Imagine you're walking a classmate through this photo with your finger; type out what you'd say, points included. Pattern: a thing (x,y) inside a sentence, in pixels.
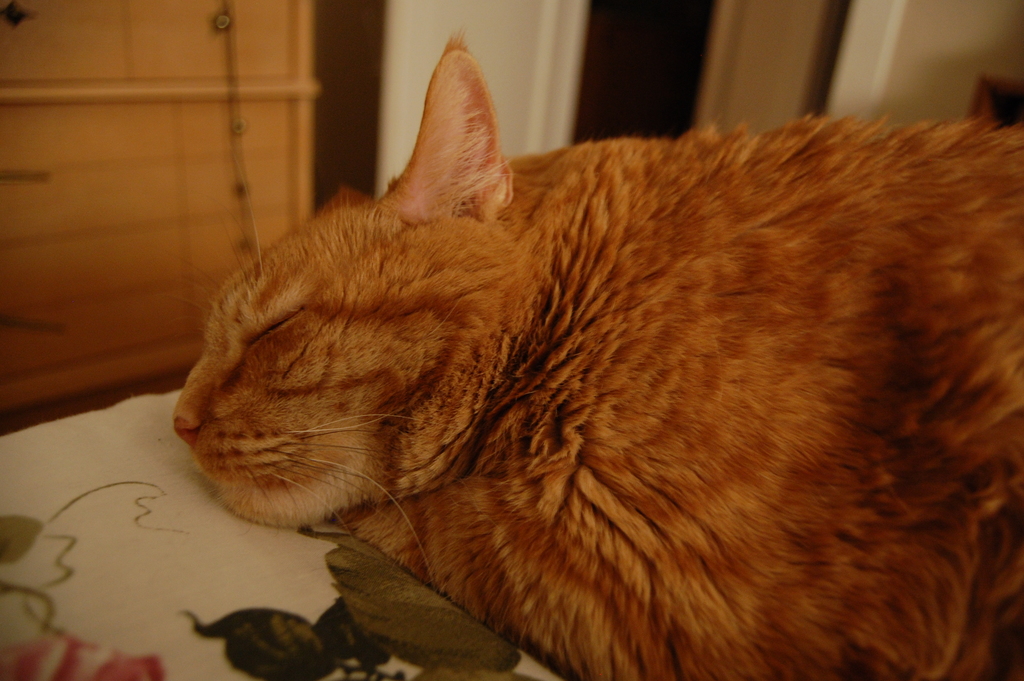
In the image we can see there is a cat (527,483) lying on the bed (117,510) and behind there is a wooden dresser (306,94). Background of the image (225,79) is little blurred.
